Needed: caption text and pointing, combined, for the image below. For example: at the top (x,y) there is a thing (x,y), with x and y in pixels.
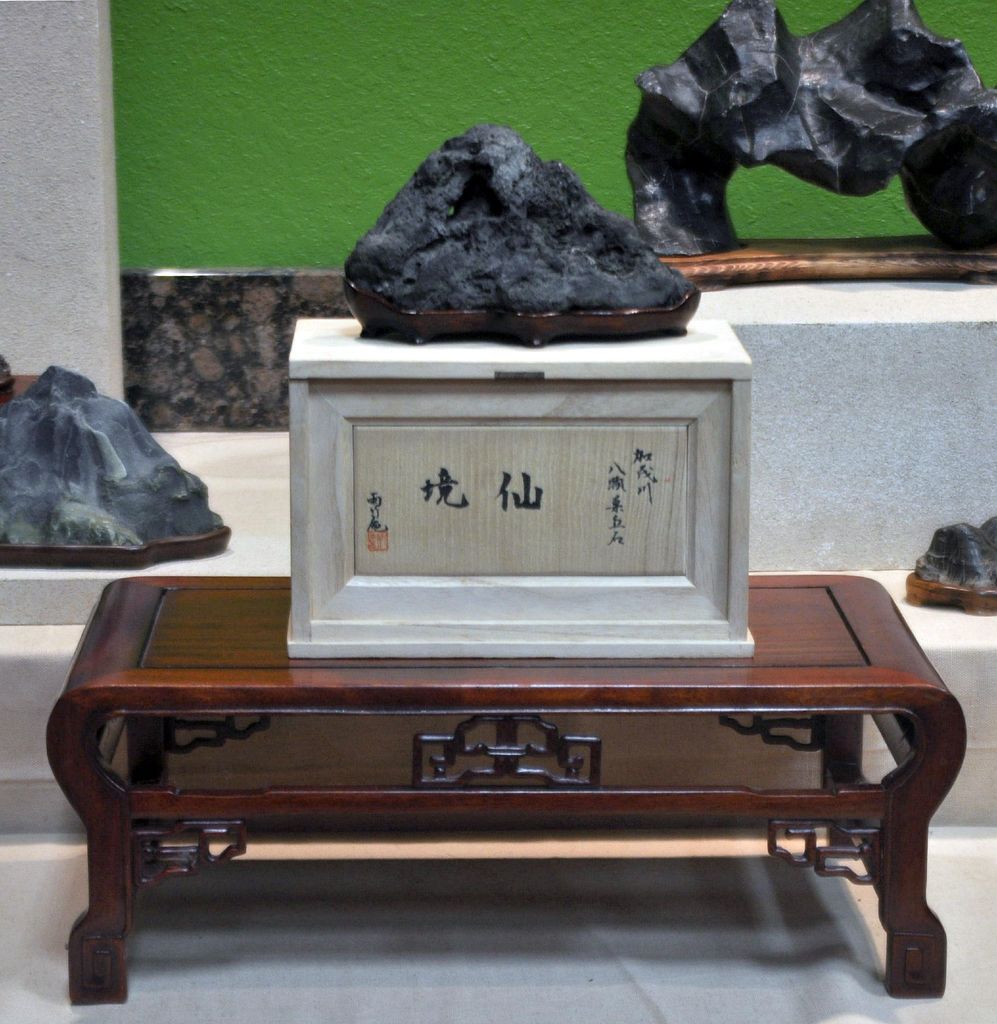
In this picture we can see a table (369,707) on the floor (484,906), box (498,605), sculptures (830,118) and some objects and in the background (451,87) we can see the wall (389,70).
